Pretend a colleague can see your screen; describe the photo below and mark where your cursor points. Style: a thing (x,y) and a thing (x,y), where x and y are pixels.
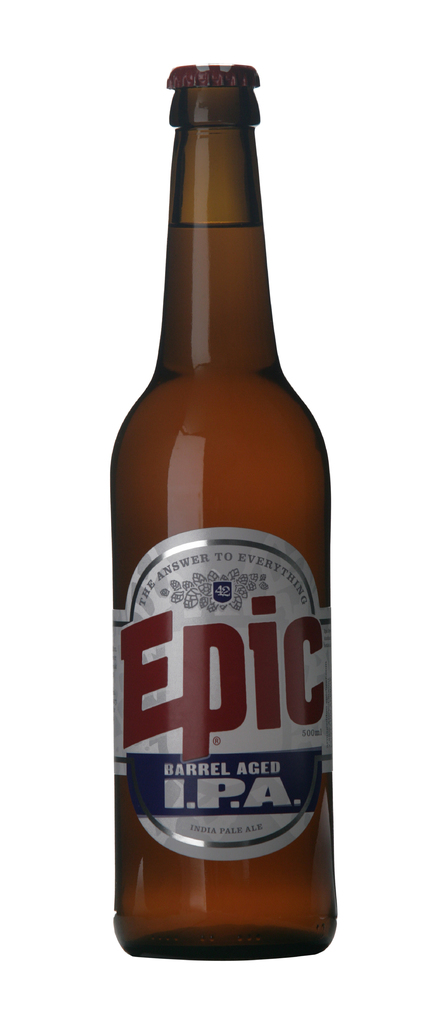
In this image I can see a bottle (200,435) and with the brand name epic (193,628) is written.
